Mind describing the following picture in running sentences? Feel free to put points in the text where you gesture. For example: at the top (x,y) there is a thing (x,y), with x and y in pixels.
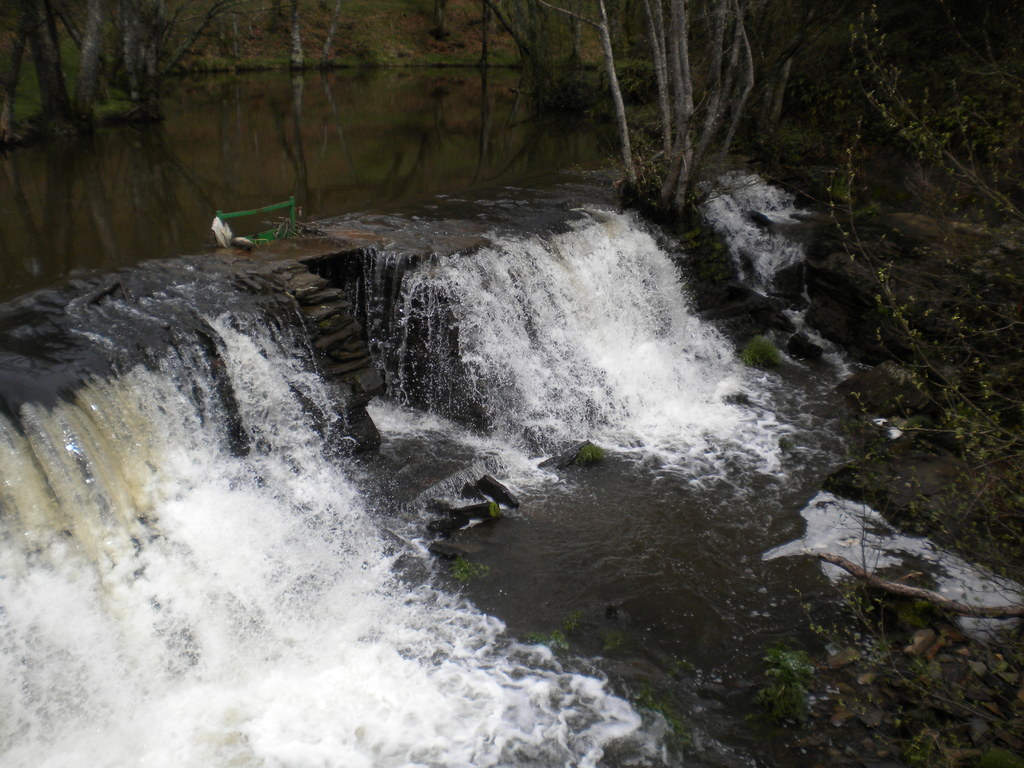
In this image we can see a waterfall (427,411). In the background of the image (43,54) there are trees (30,43). At the bottom of the image (822,688) there are stones (950,681).
